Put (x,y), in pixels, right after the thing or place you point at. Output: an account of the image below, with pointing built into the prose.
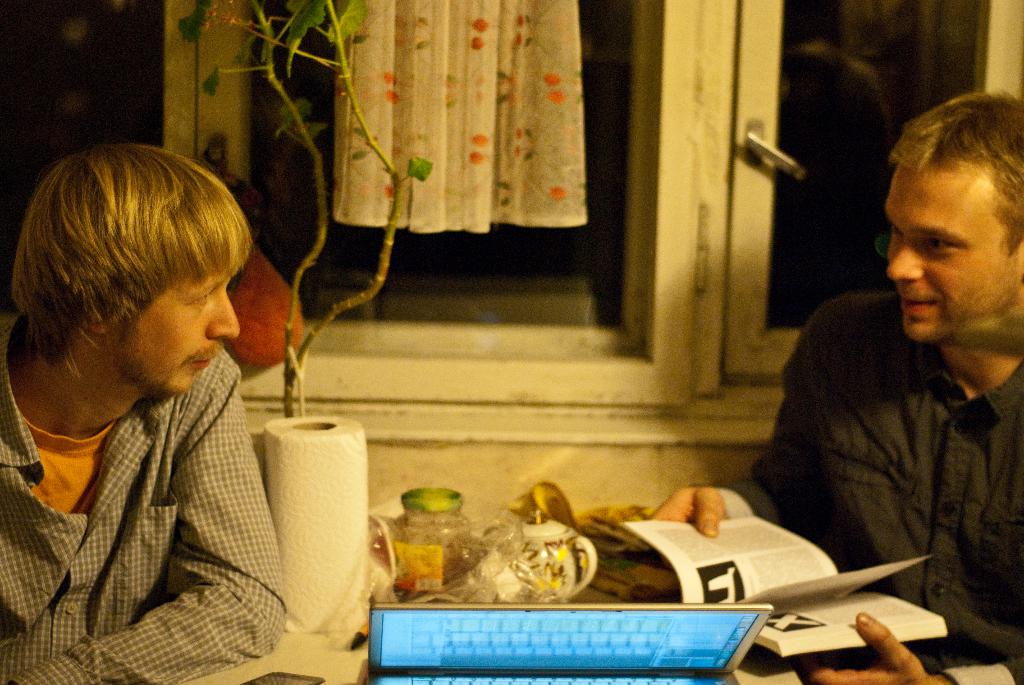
In this picture I can see couple of men (906,221) sitting and I can see a plant (288,408), a book (802,572), a laptop (717,612), a paper roll (356,612) and few items (483,553) on the table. I can see a cloth (427,122) and a window (620,165) in the background (520,148).
